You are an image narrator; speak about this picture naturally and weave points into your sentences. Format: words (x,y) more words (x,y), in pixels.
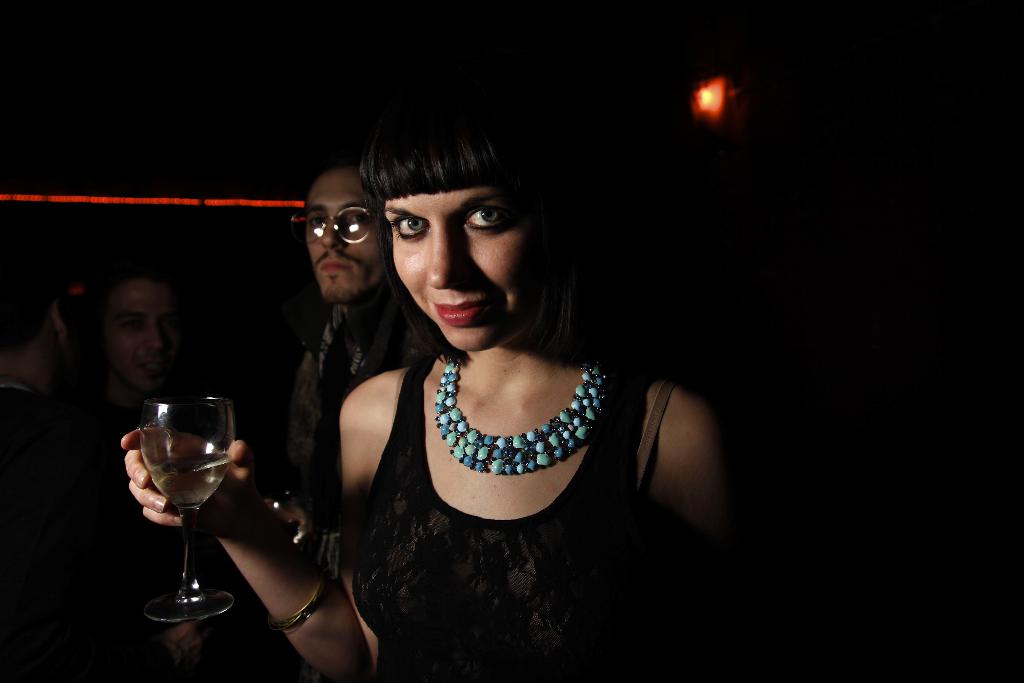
In this picture I can see a woman (351,467) holding a wine glass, there are three persons (36,303) standing, and there is dark background (249,106).
